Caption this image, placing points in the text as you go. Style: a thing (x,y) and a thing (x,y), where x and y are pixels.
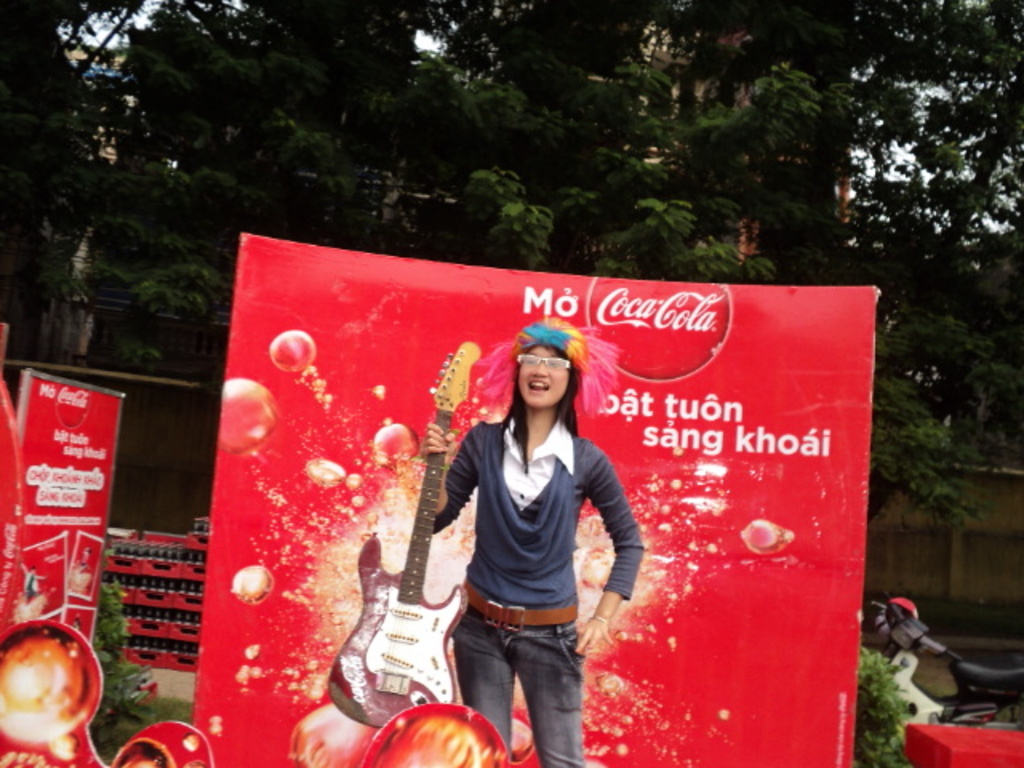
As we can see in the image there is a woman (536,638) who is standing and she is holding a guitar (365,667). At the back of her there is a banner (722,440) on which it's written "Coca Cola" and at the back (978,134) there are lot of trees (297,191).
